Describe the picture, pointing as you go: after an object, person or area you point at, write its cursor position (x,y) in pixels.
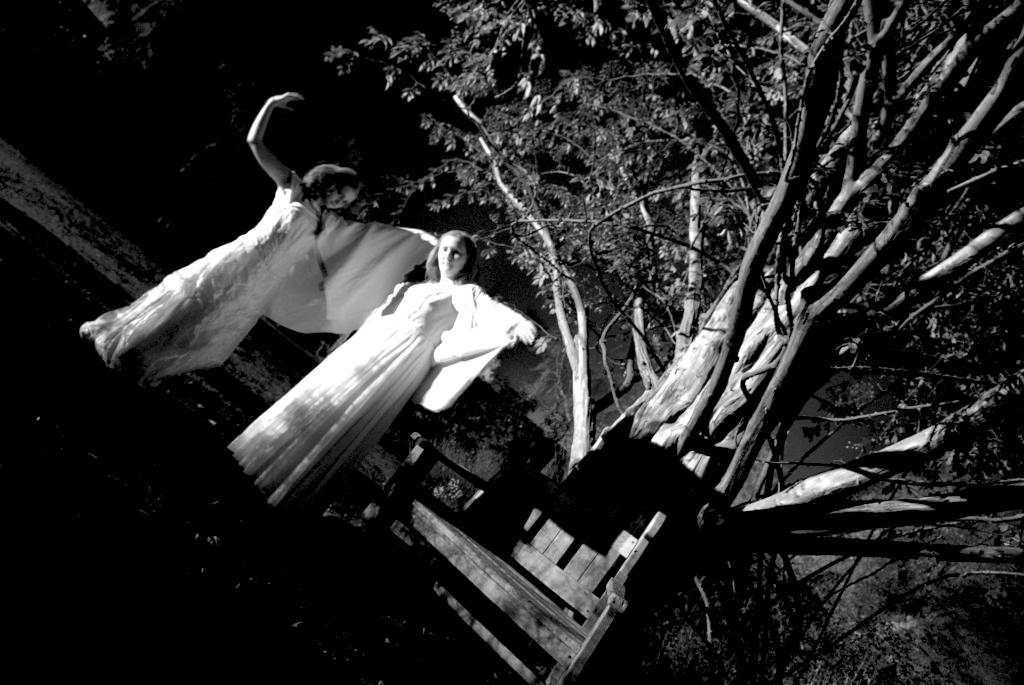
In this image two ladies (365,253) are standing wearing white gowns (278,286). Here there is a bench (494,523). In the background (452,415) there are trees (661,266).
